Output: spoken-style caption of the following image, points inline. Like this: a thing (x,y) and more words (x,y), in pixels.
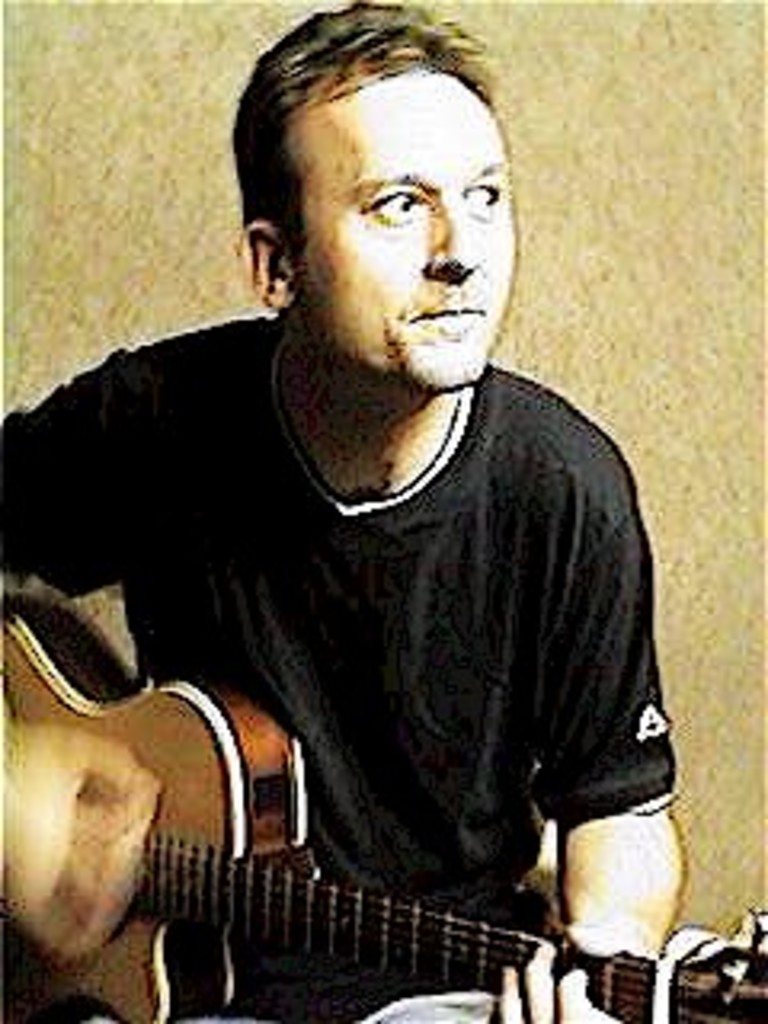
In this image we can see a man (19,884) is sitting and holding a guitar (725,988) in his hands (103,879).
